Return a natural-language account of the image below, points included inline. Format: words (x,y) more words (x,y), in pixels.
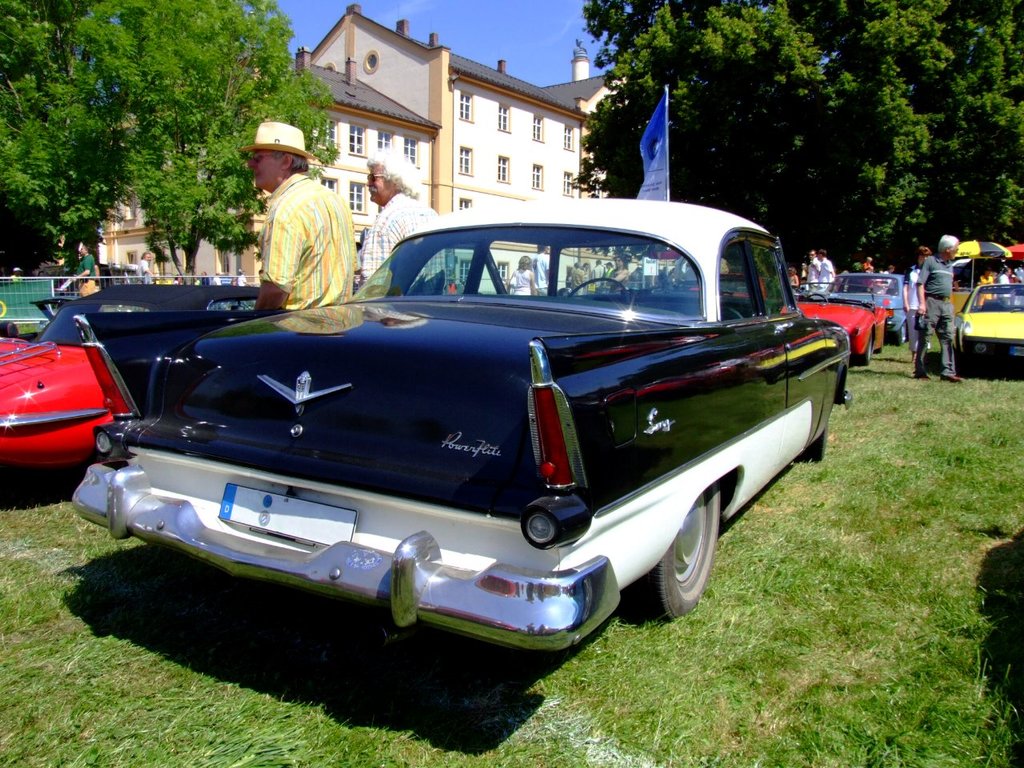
In this picture there is a car rally in the Park (875,256). In the front (649,524) there is a black and white classic car (526,587). Behind there are two person (267,243) discussing something. In the background (121,87) there are some tree (609,143) and a white color house (537,167).
